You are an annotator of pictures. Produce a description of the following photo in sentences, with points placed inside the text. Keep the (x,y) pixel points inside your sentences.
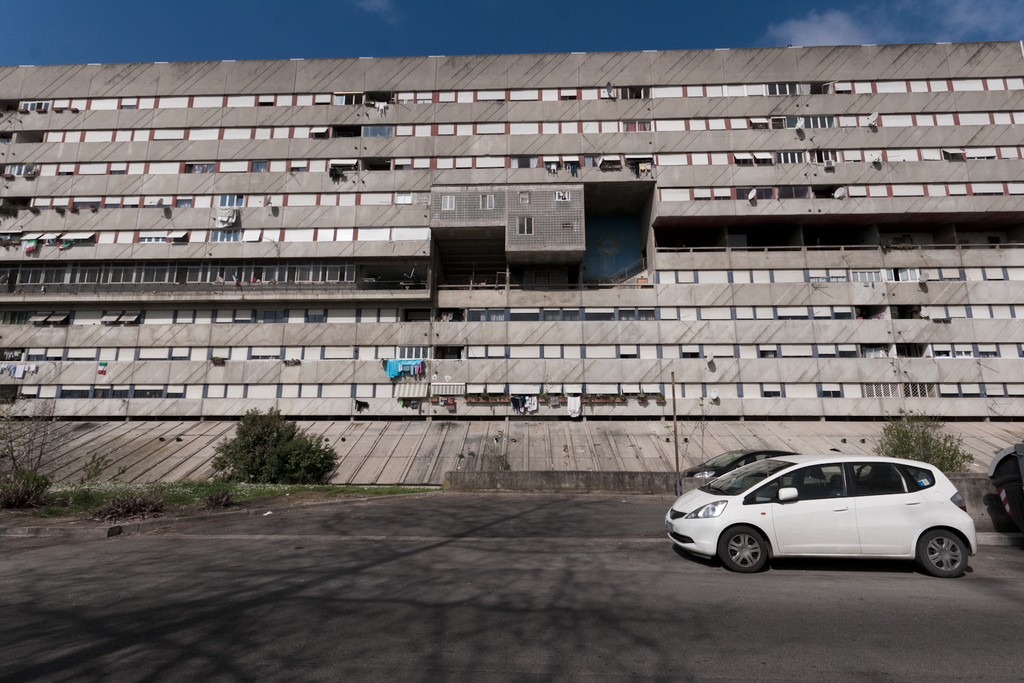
In this picture we can see a car (857,534) here, in the background (697,376) there is a building (713,404), we can see windows (520,234) of the building (488,204) here, there is a tree (291,482) here, we can see grass (156,495) at the bottom (180,495), there is the sky (505,41) at the top of the picture (447,36).
